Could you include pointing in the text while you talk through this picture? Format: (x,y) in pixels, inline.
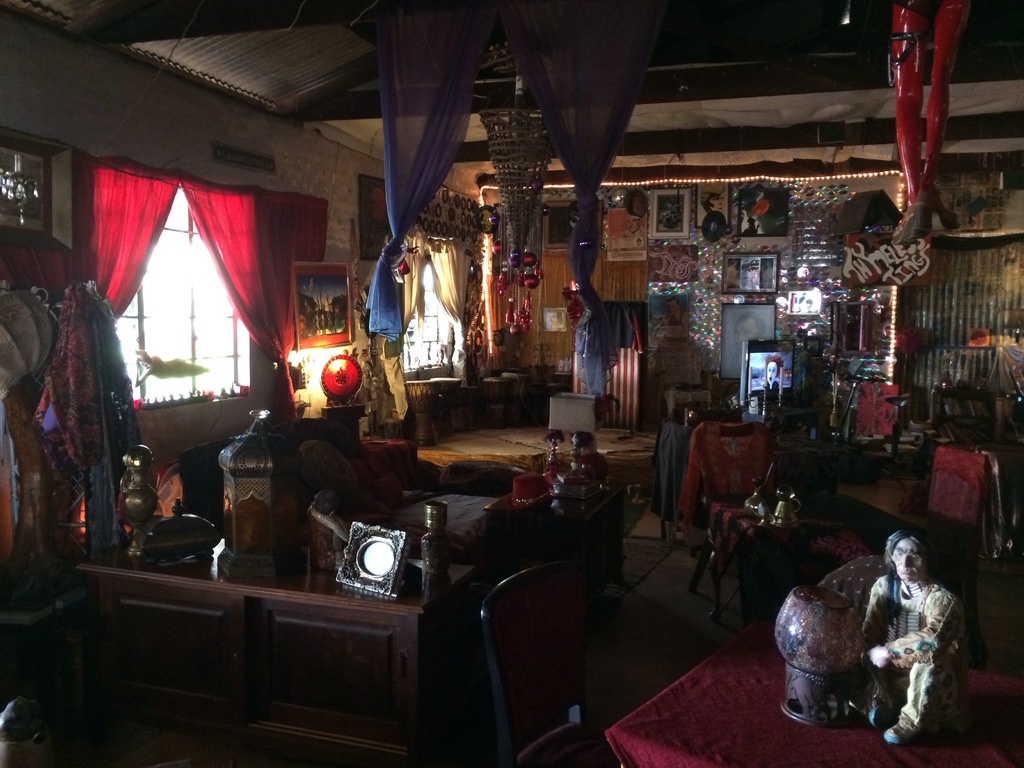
In this picture there are portraits (669,201) on the wall (623,283) in the image and there are windows (184,261) on the left side of the image (209,289), there is a desk (228,600) at the bottom side of the image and there are tables (1021,691) and chairs (964,511) in the bottom right side of the image (1014,704).
